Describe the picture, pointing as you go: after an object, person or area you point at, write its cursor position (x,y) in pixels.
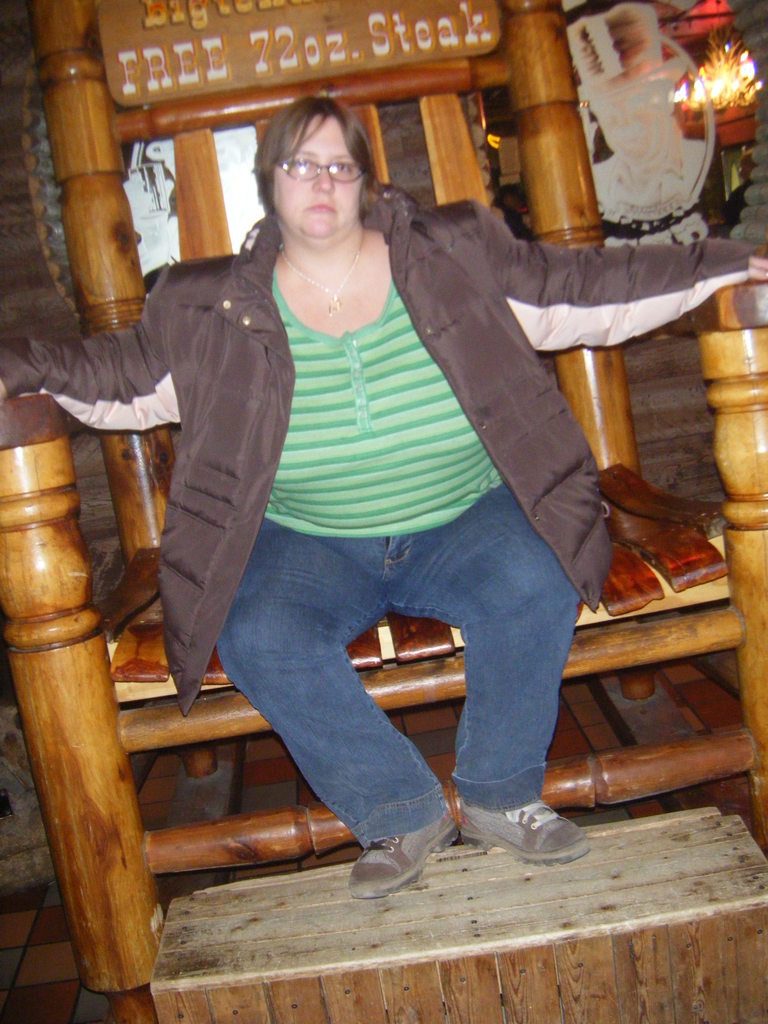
A fat lady (296,362) is sitting in a big chair (31,421). The lady (165,333) is wearing spectacles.
